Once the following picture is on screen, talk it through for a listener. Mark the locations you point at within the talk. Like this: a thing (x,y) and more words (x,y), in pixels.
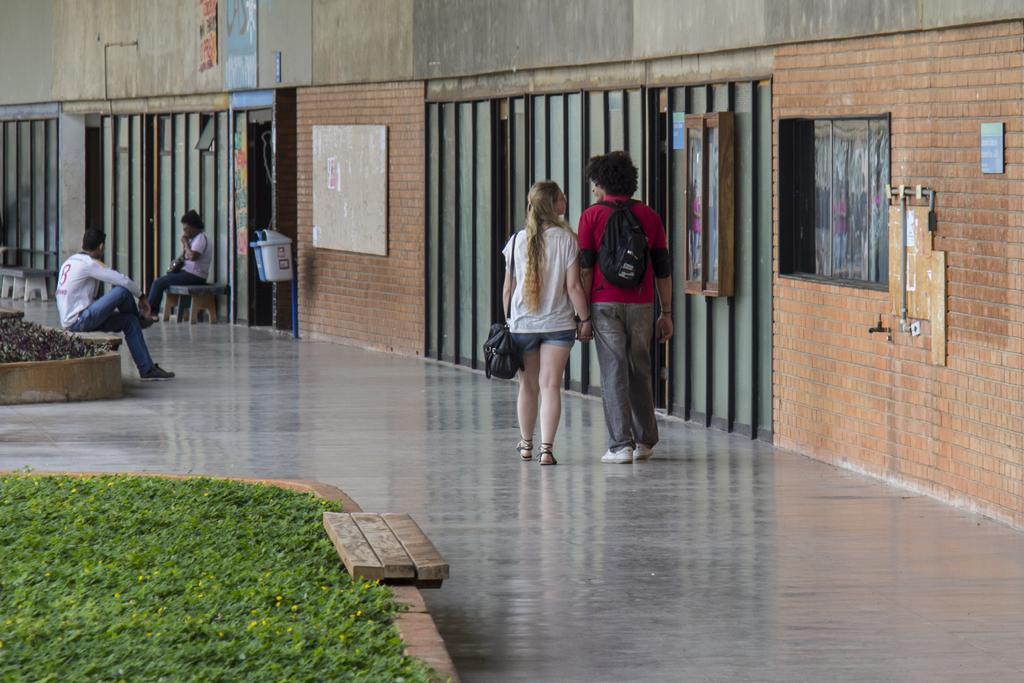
In this image there are two persons (581,329) walking on the surface of the floor (157,329) and there are two persons (143,320) seated on chairs (195,298), in the background of the image (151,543) there is grass (81,527) and small plants (71,338) and notice board (327,194) and trash cans (279,249).
